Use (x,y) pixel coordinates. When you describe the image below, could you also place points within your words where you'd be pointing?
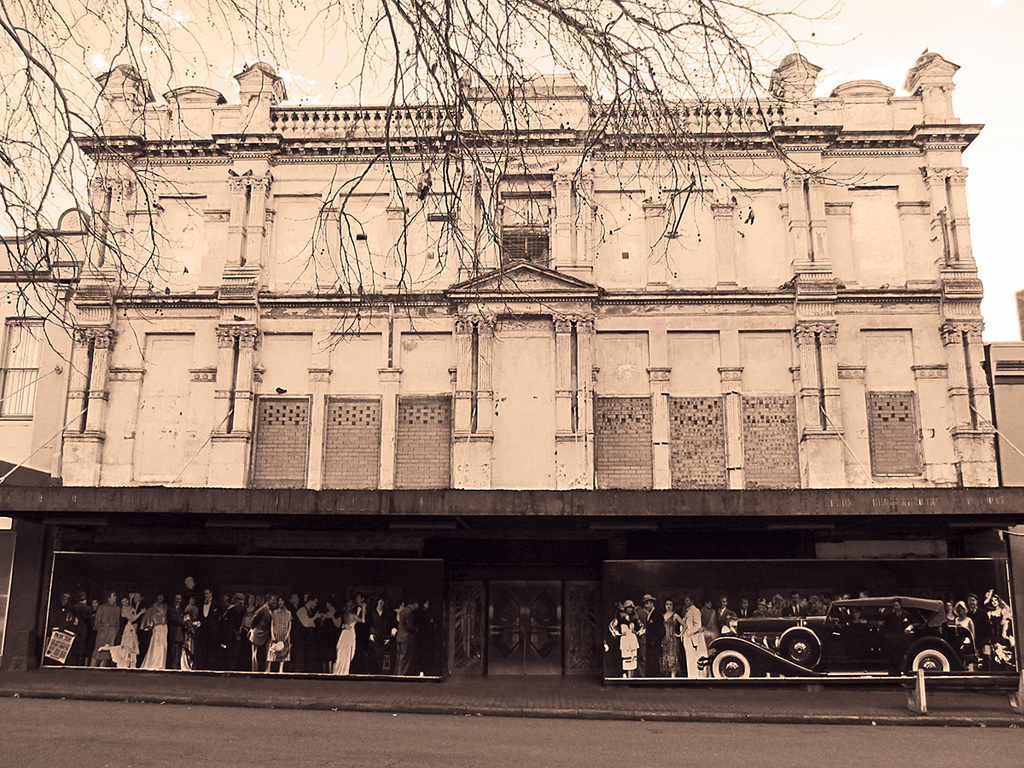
In this image in the center (414,286) there is a building (554,508), and there are some boards (407,629). On the boards (735,639) there is an image (878,623) of some people (908,628) and a car (888,659), at the bottom (619,744) there is road (114,764) and there are some trees (73,76). At the top (267,13) there is sky (901,42).
